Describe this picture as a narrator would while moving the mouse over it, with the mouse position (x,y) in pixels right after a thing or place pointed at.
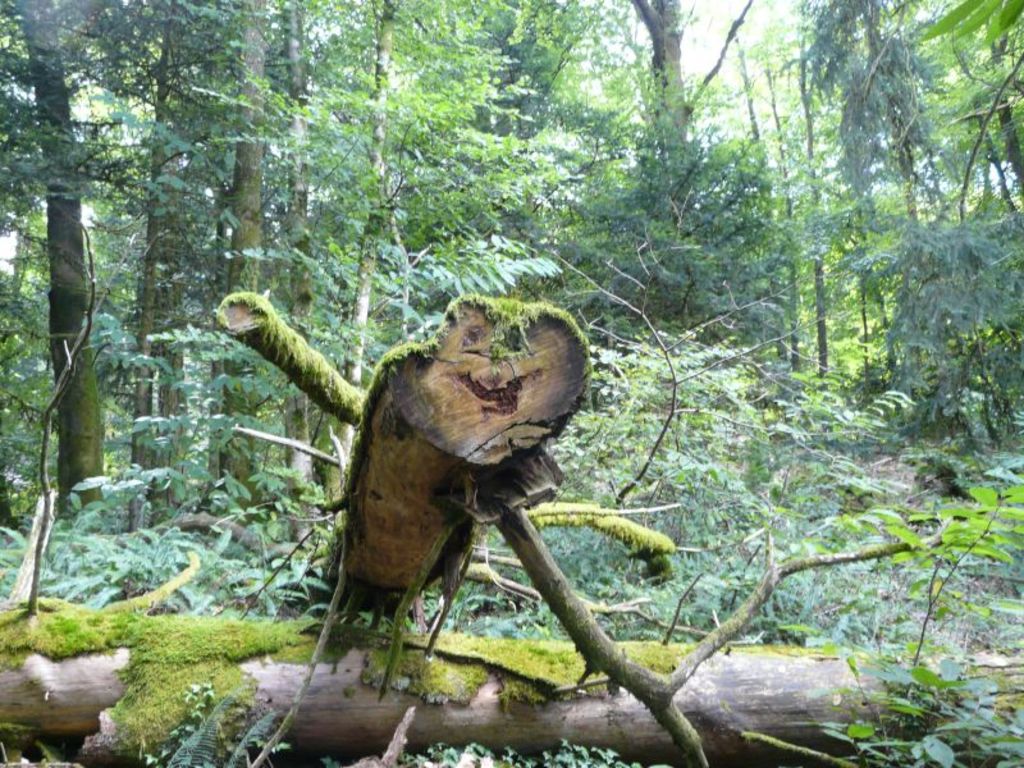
In this picture we can see so many trees (297,241), broken stem (37,696) on the land (312,767).
